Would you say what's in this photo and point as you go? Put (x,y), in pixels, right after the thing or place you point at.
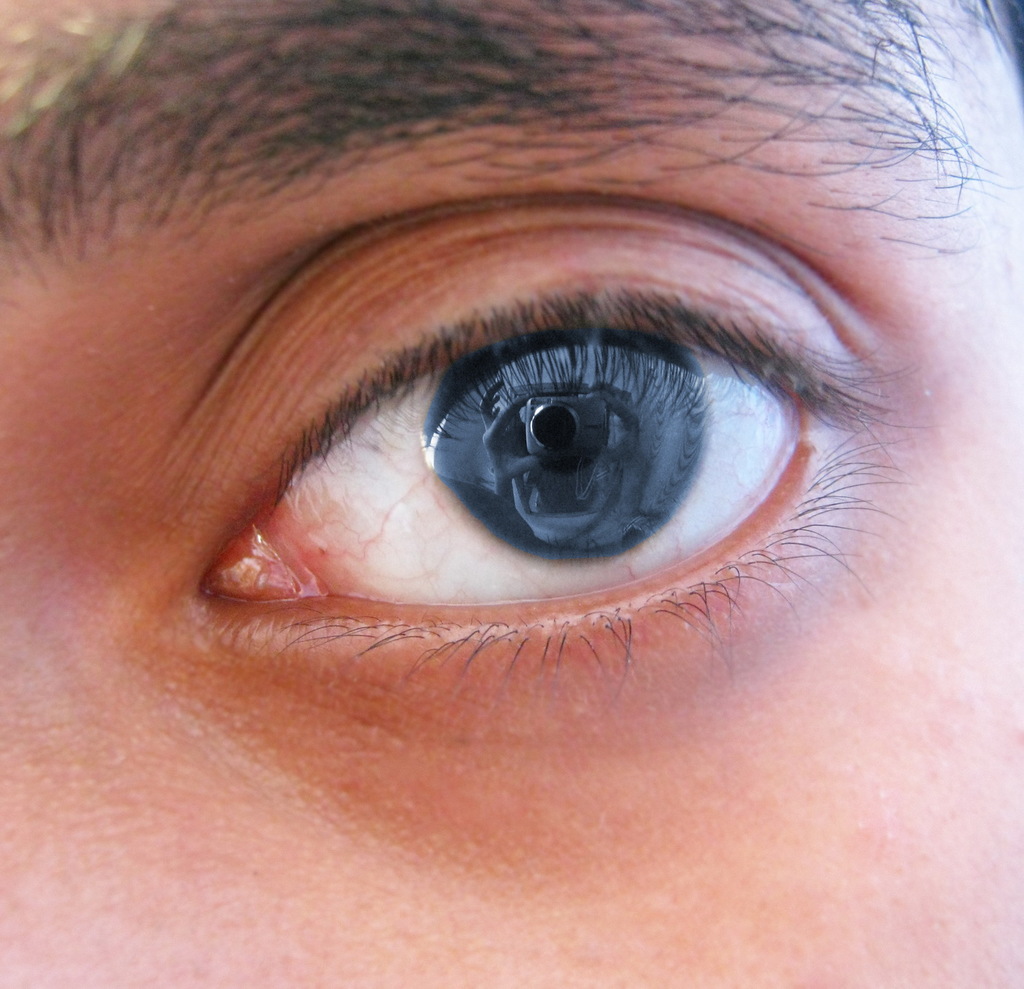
In this picture there is an eye (630,312) in the center of the image (564,600).
